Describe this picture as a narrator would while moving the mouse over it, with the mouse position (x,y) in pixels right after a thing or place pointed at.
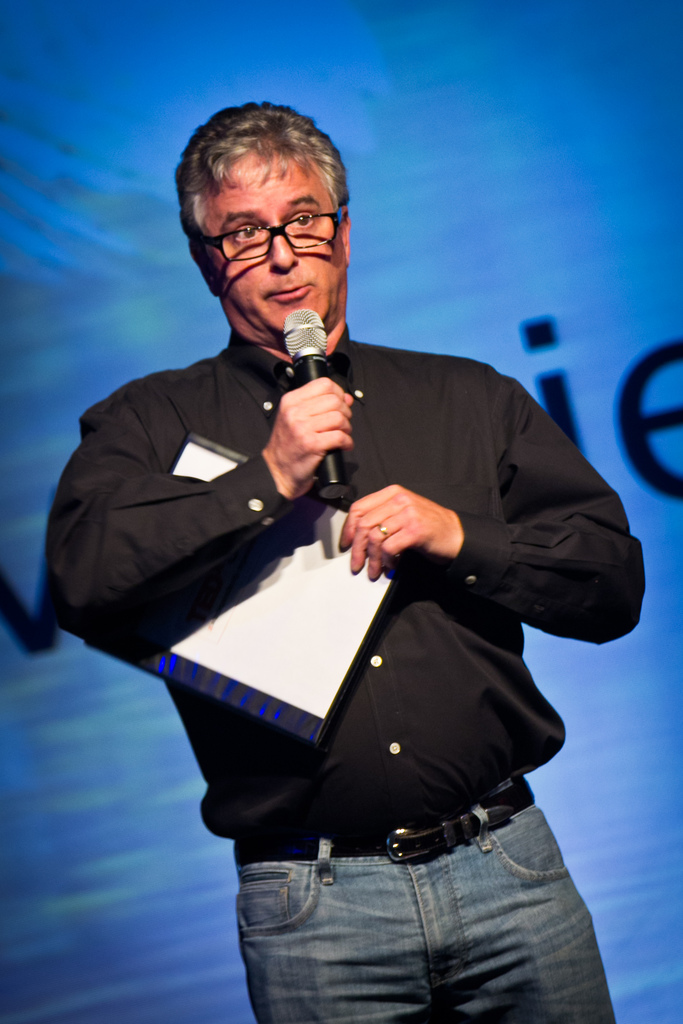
In this picture we can see a man (334,441) who is holding a mike (306,347) with his hand (336,428). He has spectacles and he is in black color shirt (398,719).
